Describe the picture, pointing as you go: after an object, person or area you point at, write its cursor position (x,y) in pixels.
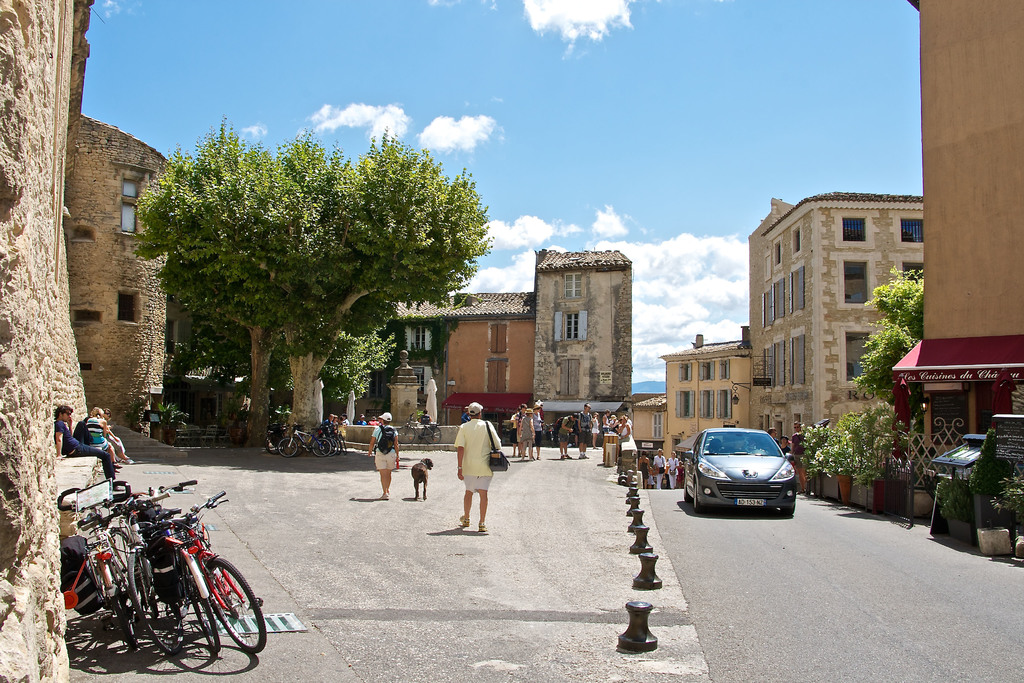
This is the car (717,470) moving on the road (786,623). I can see group of people (535,430) standing and few people (110,453) sitting. These are the bicycles (224,495), which are parked. I can see the buildings (686,366) with windows (857,337). These are the trees (323,253). I can see the clouds (648,247) in the sky (634,182).
